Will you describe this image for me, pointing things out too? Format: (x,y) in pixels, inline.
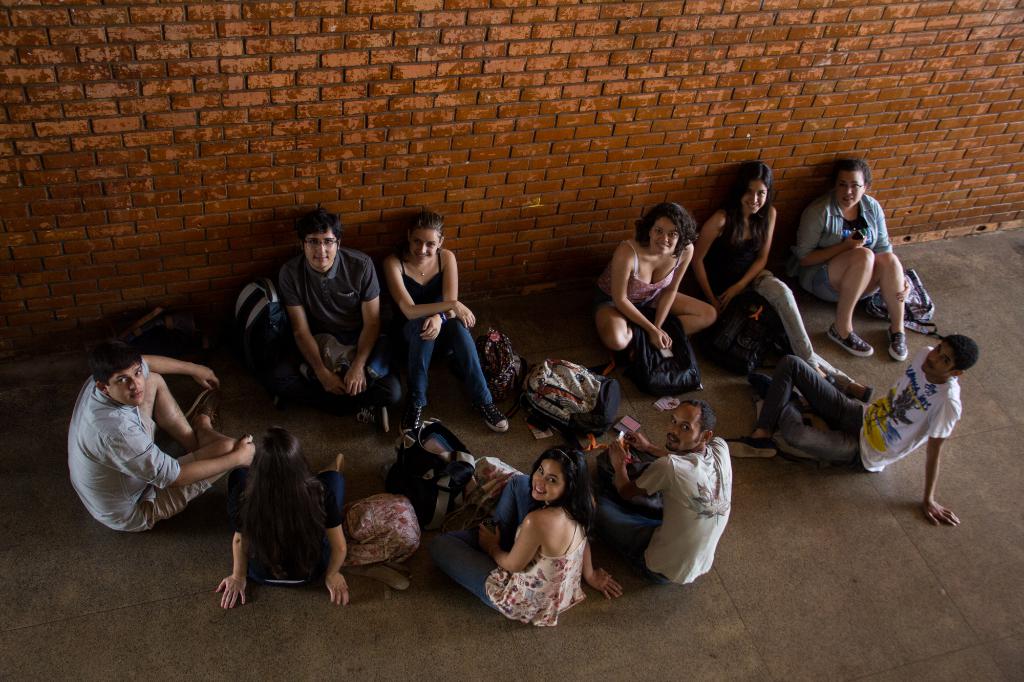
In the picture I can see a group of people (469,390) are sitting on the ground (344,453). I can also see bags (553,377) and some other objects (545,434) on the ground (351,425). Here I can see a brick wall (387,115).
